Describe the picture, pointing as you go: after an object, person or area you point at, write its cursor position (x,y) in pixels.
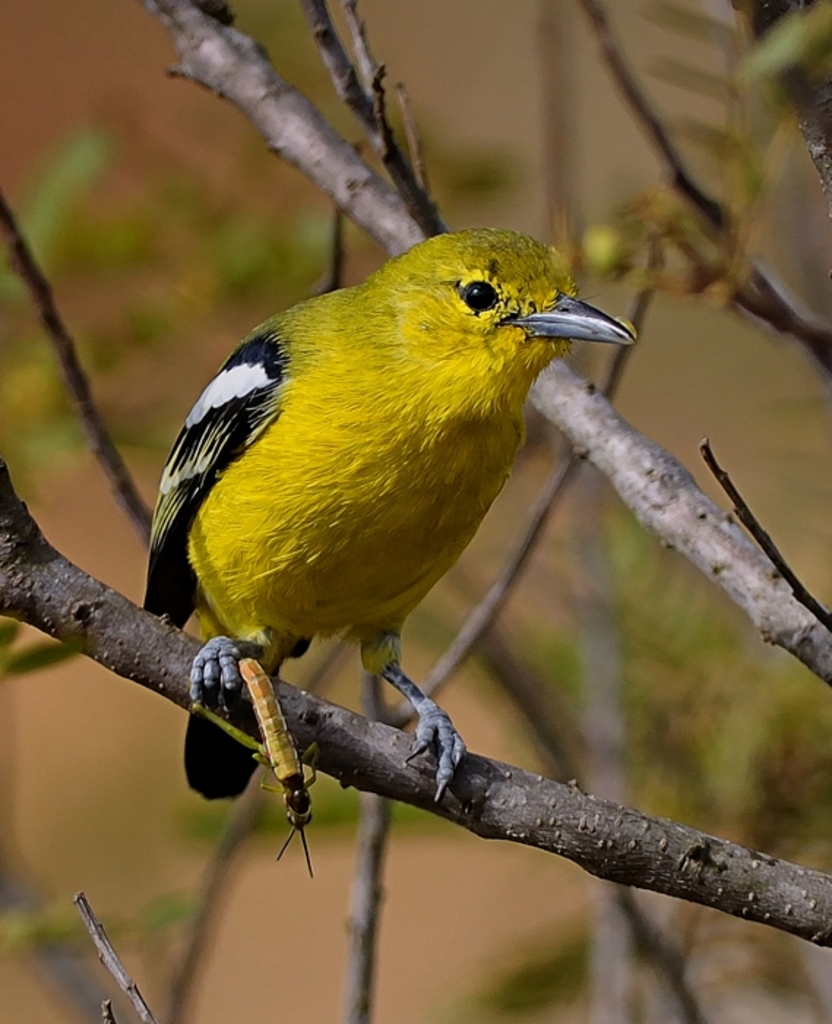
In this image I can see a bird (365,571) on a stem (95,654). It is looking at the right side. In the background (529,410), I can see many stems (591,532).
